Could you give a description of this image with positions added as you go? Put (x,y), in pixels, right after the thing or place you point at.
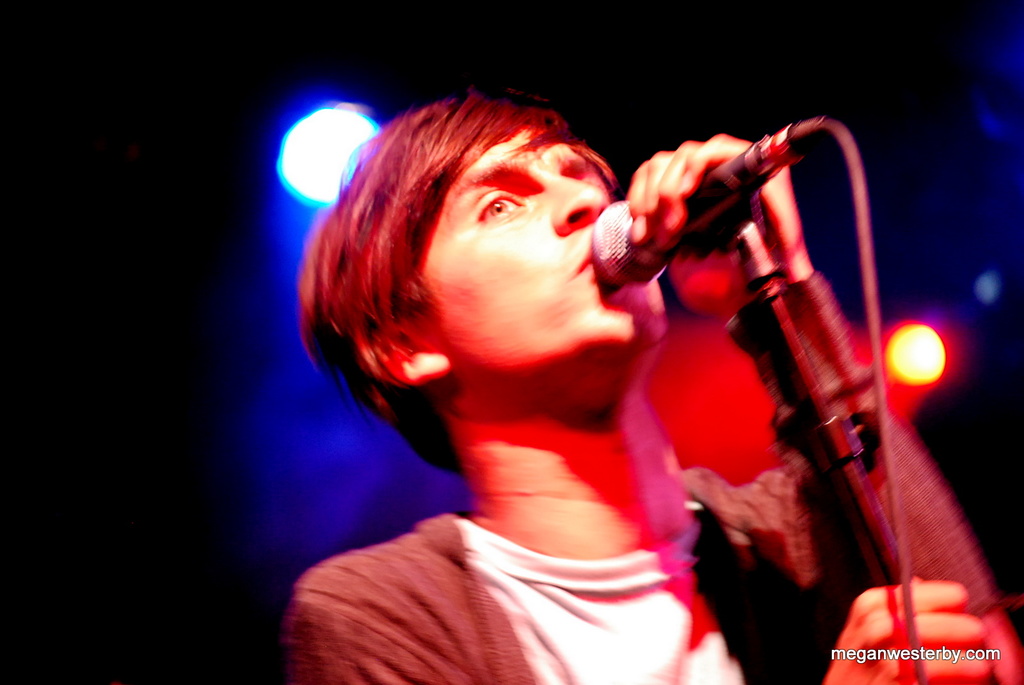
In this image we can see a person (592,416) holding mic (625,283) with mic stand (841,464). In the back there are lights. In the right bottom corner (916,655) something is written.
